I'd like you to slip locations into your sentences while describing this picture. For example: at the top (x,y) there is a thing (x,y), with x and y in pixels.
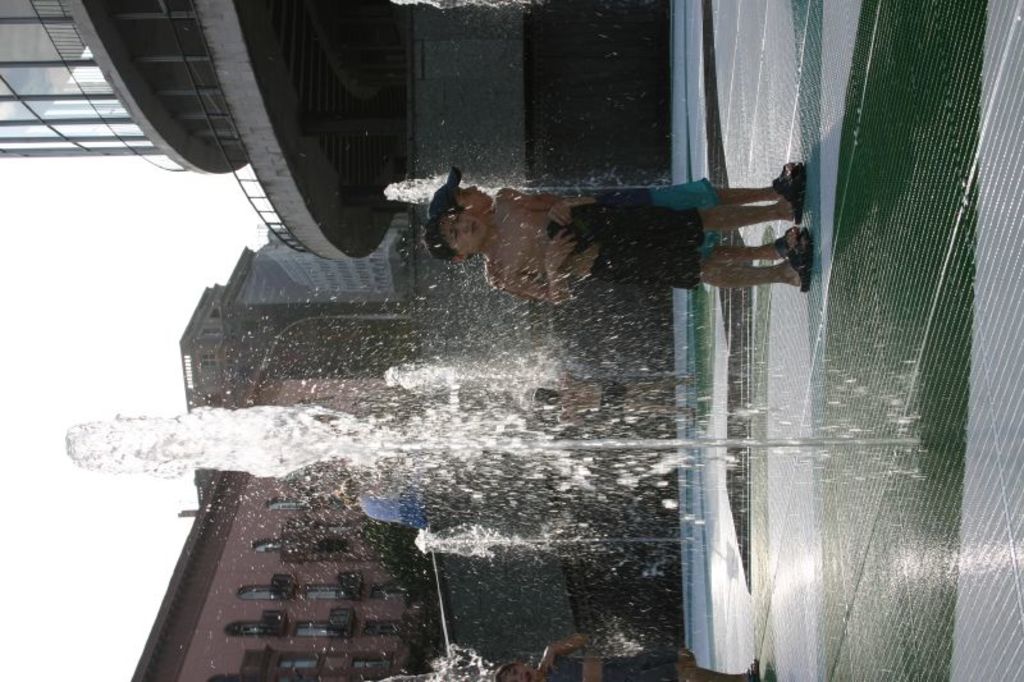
This image is rotated. At the center of the image (541,230) there are two boys (593,238) standing on the path (827,276), beside them there is a water fall (524,436). On the right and left side of the image (308,311) there are buildings (362,669). In the background (160,392) there is a sky (97,540).
